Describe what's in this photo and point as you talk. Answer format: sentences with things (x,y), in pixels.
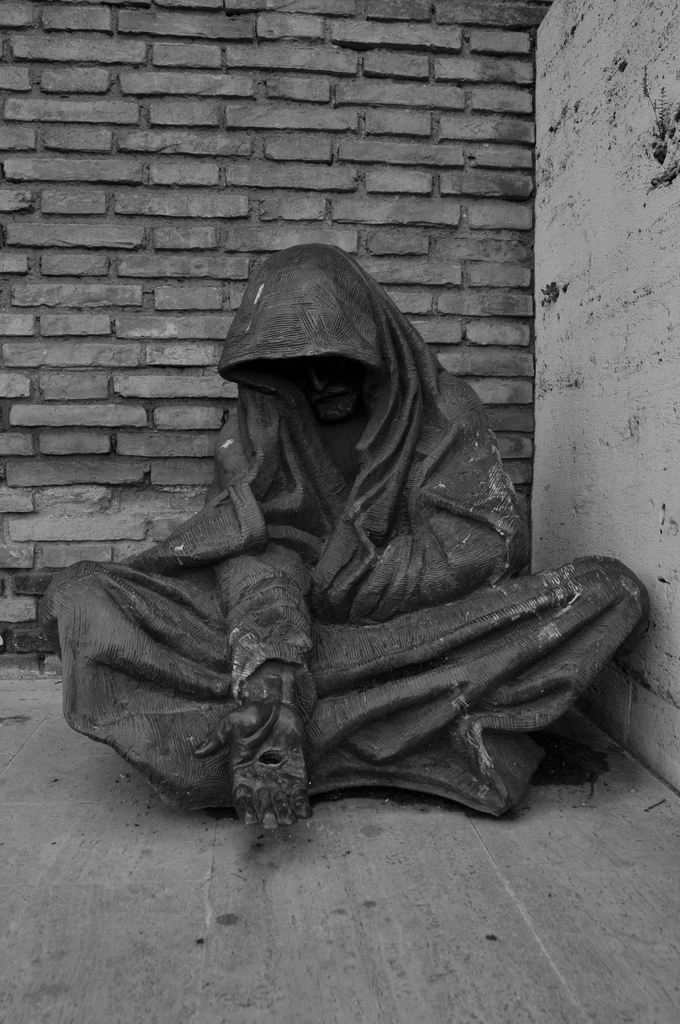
It is a black and white image. In this image, we can see a statue (265,612) on the ground (430,926). In the background (673,603) there is a wall (390,222).
